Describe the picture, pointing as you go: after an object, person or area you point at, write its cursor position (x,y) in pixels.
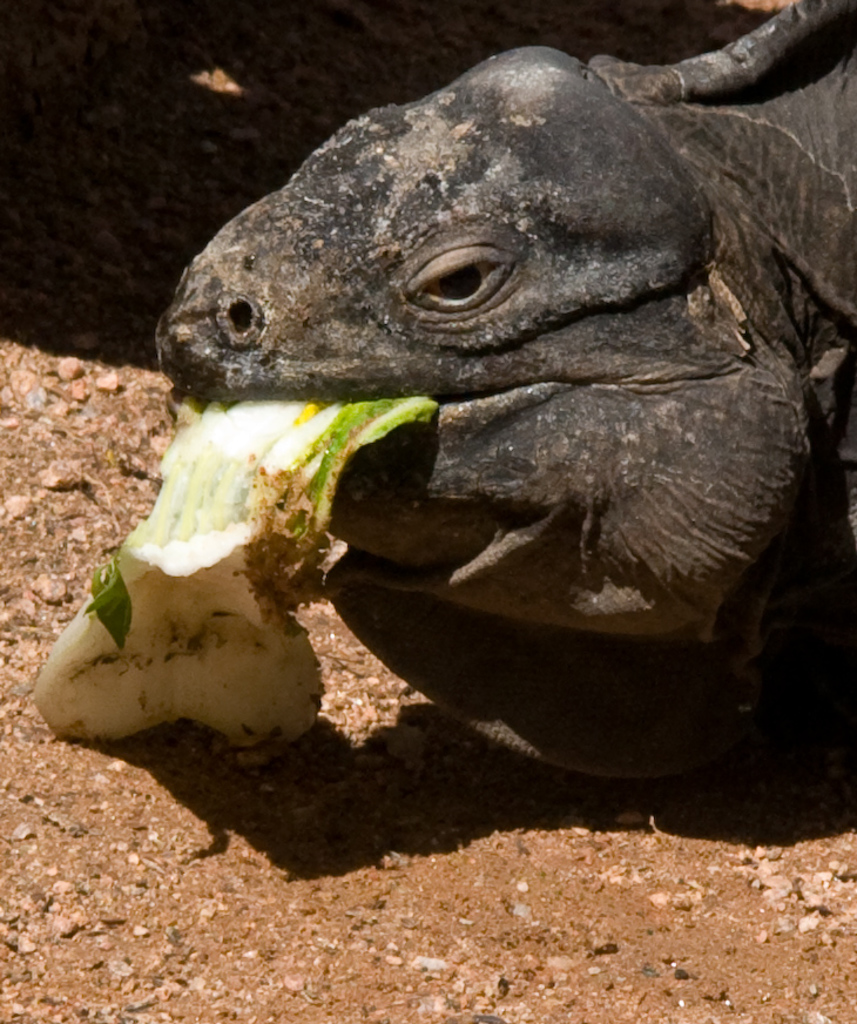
In this image in front (749,416) there is a dragon lizard (452,460) having some food (81,738). At the bottom of the image (302,918) there is mud (302,918).
